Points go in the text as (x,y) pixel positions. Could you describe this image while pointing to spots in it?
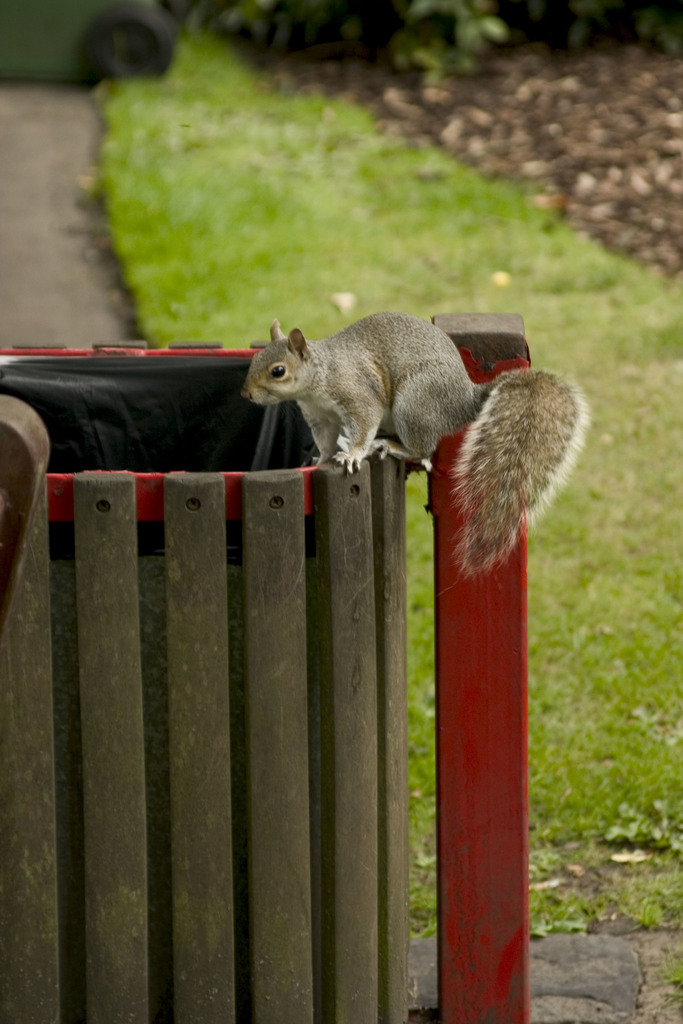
In the center of the image (420,441) we can see a squirrel (357,393) on the bin (334,591). In the background (350,220) there is grass (349,204).
